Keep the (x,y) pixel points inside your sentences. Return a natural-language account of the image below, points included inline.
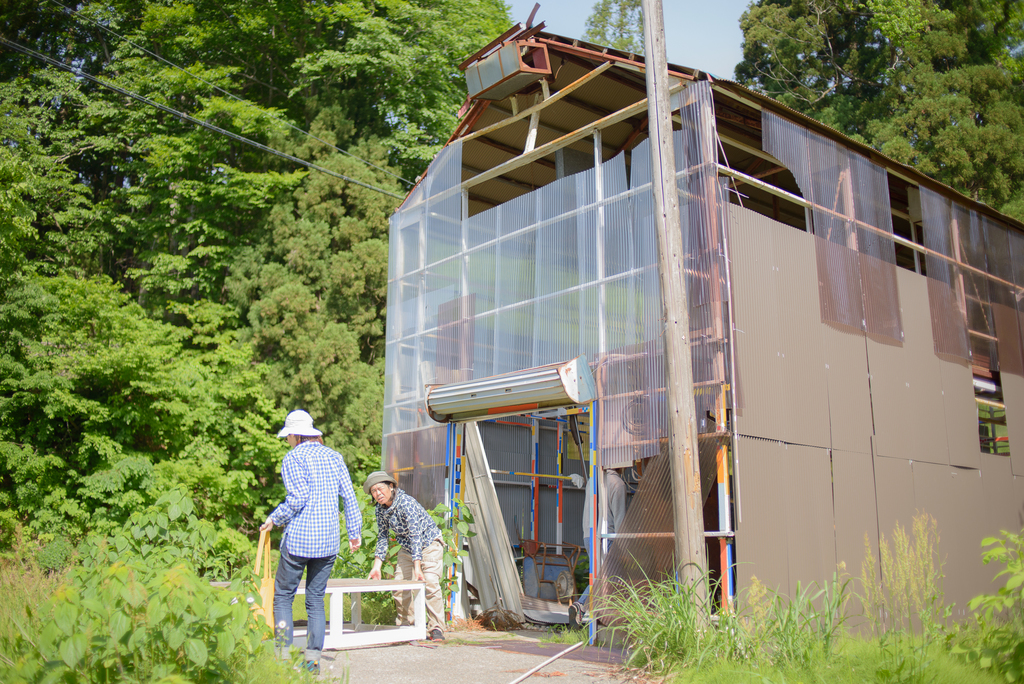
In this picture we can see two persons (290,557) wearing hats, standing and doing some work, on the right side of the picture (775,265) there is shed (654,287) and in the background of the picture (84,274) there are some trees (222,384) and there is clear sky (738,49).
